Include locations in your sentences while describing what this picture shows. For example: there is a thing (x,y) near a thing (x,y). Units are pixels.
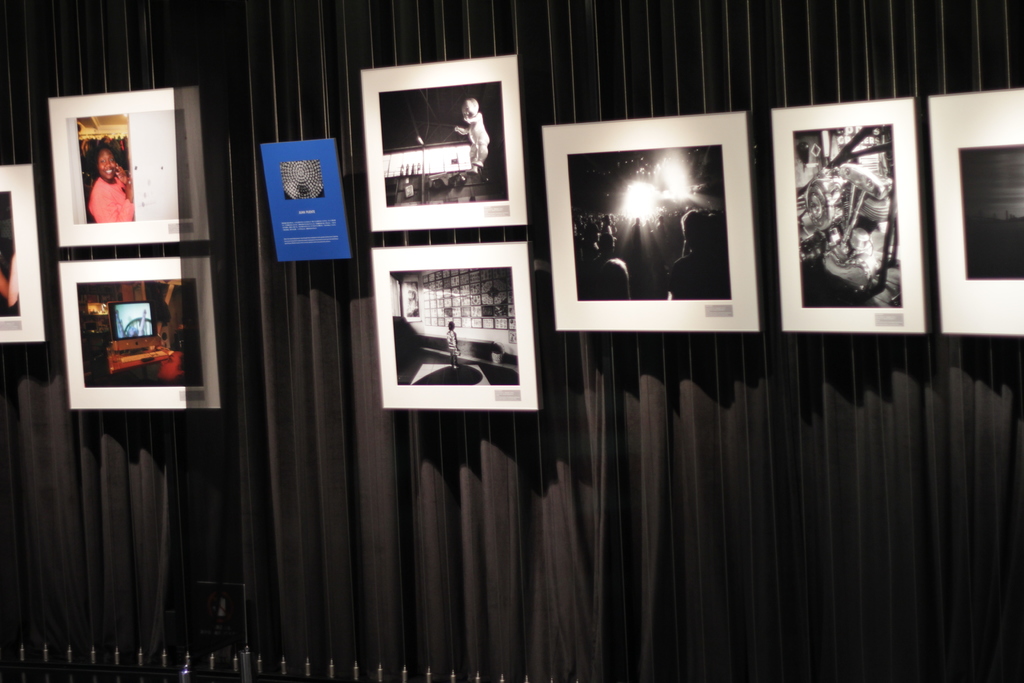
In this image, we can see frames (101,204) and in the background (569,71), there is a curtain (579,532) and at the bottom (158,668), there is a fence (102,677).
